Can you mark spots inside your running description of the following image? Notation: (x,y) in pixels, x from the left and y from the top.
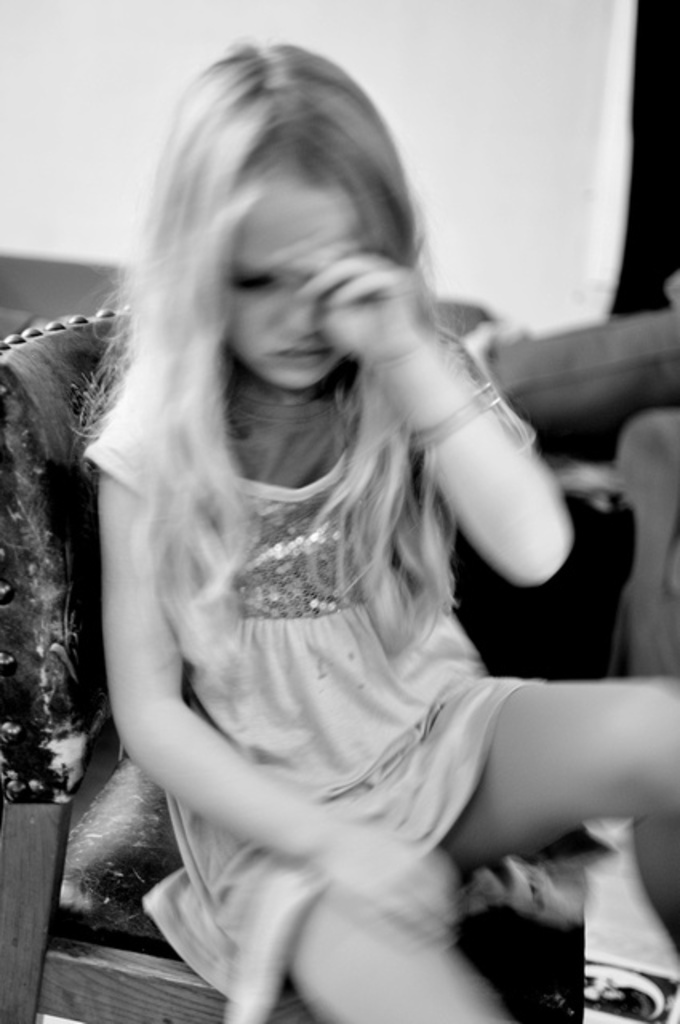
Here in this picture we can see a child (289,393) sitting on a chair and crying.
